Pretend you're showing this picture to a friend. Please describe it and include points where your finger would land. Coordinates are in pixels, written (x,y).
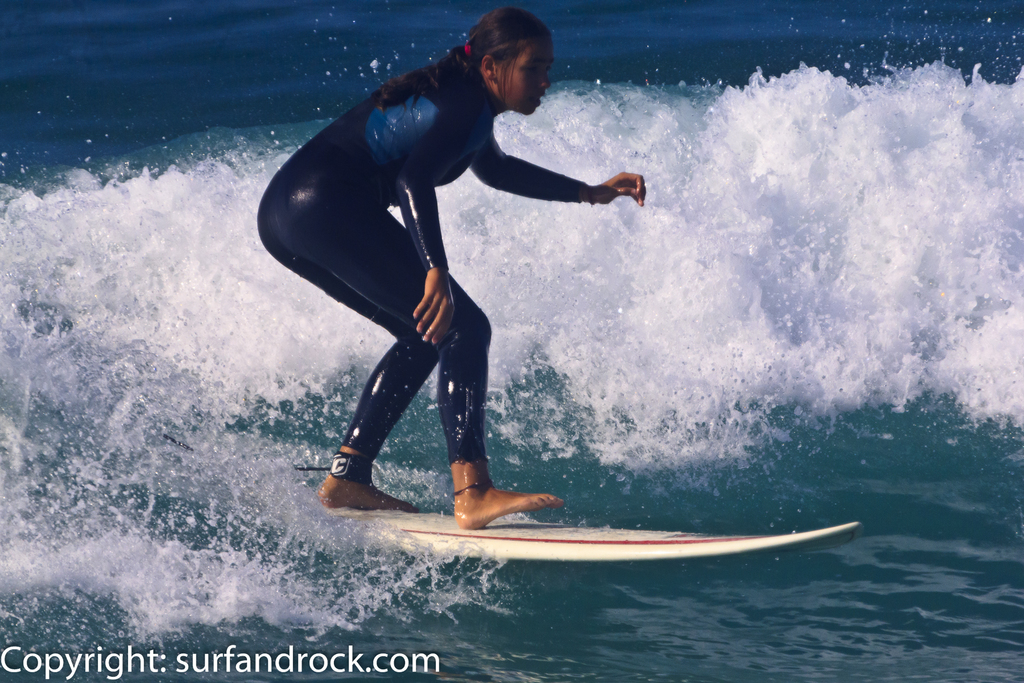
In the picture we can see a girl (375,220) standing on the surfboard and surfing in the water (842,305) and the water (683,290) is blue in color with white color tides (721,360).
